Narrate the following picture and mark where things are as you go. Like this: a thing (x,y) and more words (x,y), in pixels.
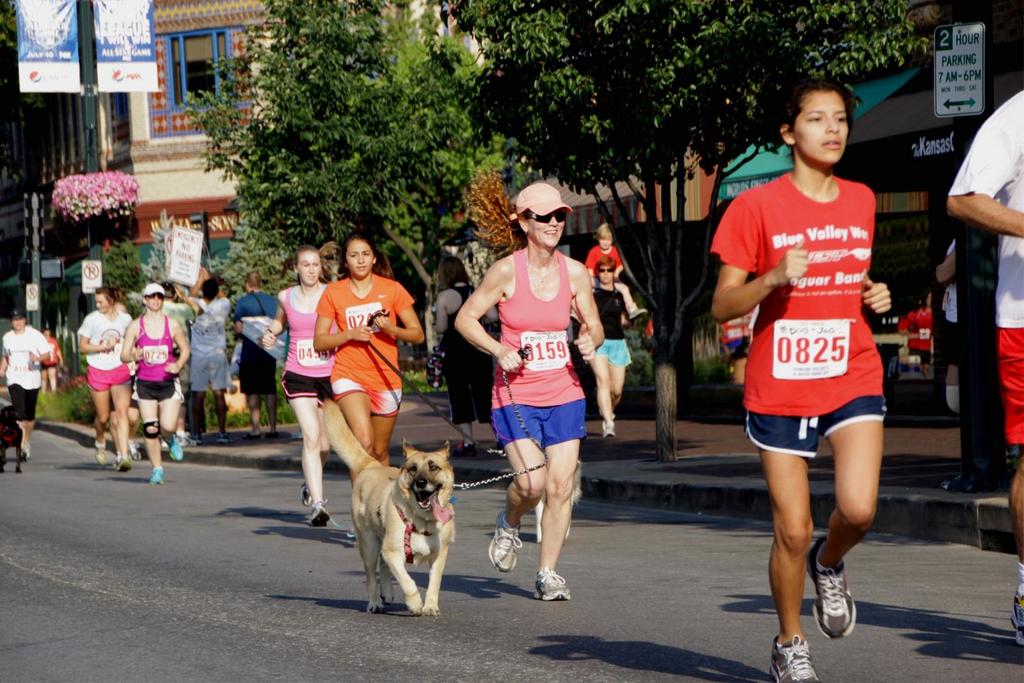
This is a picture of a marathon where we can see a group of people (854,437) running and a lady (547,419) among them is holding dog's chain (532,467) and also we can see some trees (670,312) and flowers (62,186) among them.
